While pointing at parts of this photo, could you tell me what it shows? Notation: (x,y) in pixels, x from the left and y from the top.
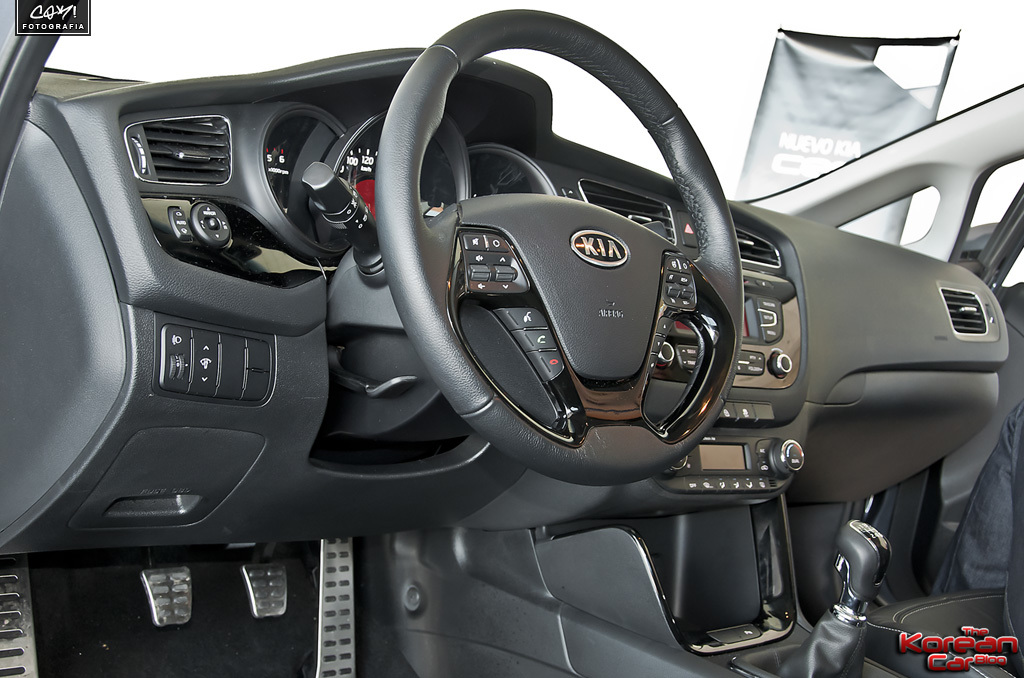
In this image there is an interior view of the car (460,177), the car (380,162) is truncated, there is a board (830,111), there is text (809,149) on the board (809,149), there is text (69,12) towards the top of the image (31,19), there is text (942,637) towards the bottom of the image (949,646).
